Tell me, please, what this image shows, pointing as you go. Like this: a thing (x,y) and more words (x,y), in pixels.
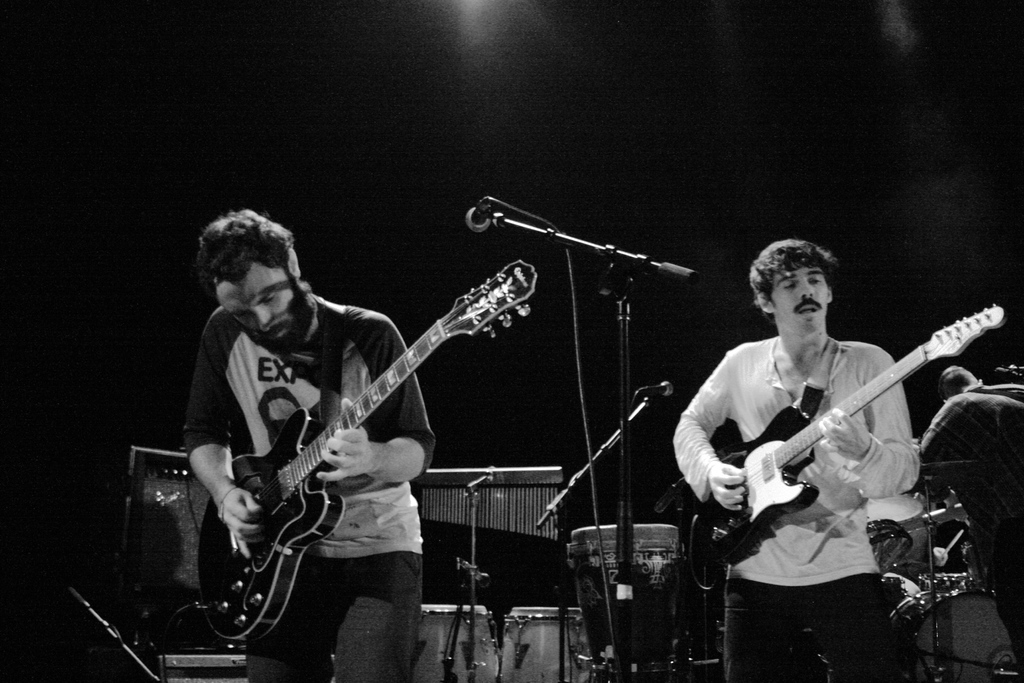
This image is taken in a concert. There are three men (263,364) standing on the stage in this image. In the left side of the image (254,387) a man (254,387) is standing and holding a guitar (324,493) in his hands (257,515) and playing the music. In the right side of the image (854,430) two men (878,420) are standing, one is playing the music with guitar (778,480) and the other is playing drums (944,462). In the background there are few musical instruments (496,512).
